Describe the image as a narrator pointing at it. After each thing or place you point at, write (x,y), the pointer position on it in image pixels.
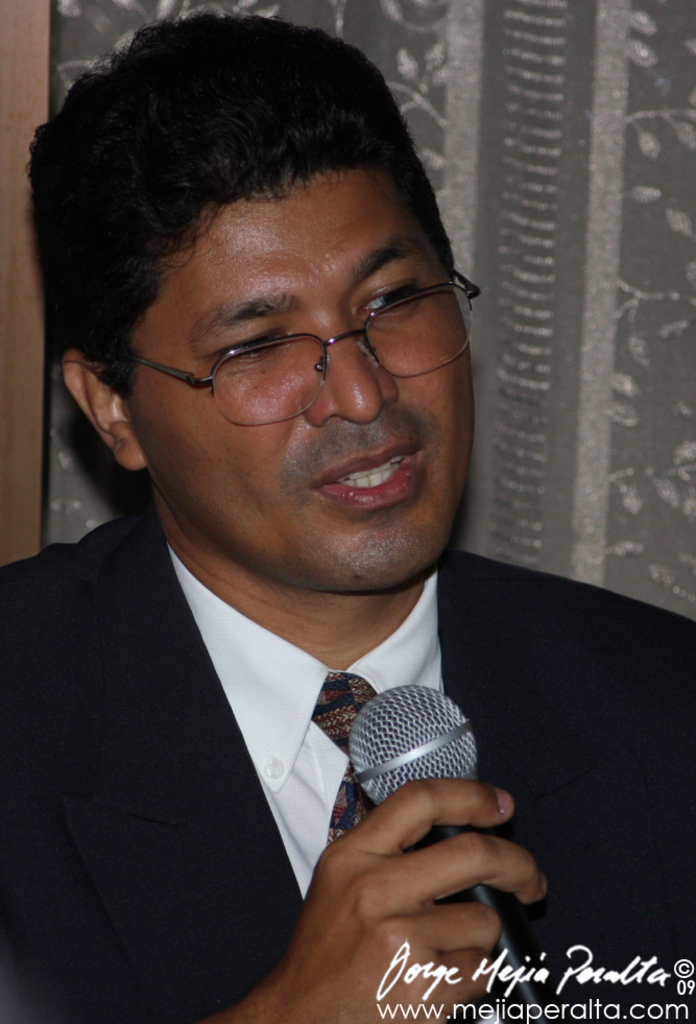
He's holding a mic (519,917). He's wearing a spectacle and tie (352,729).
